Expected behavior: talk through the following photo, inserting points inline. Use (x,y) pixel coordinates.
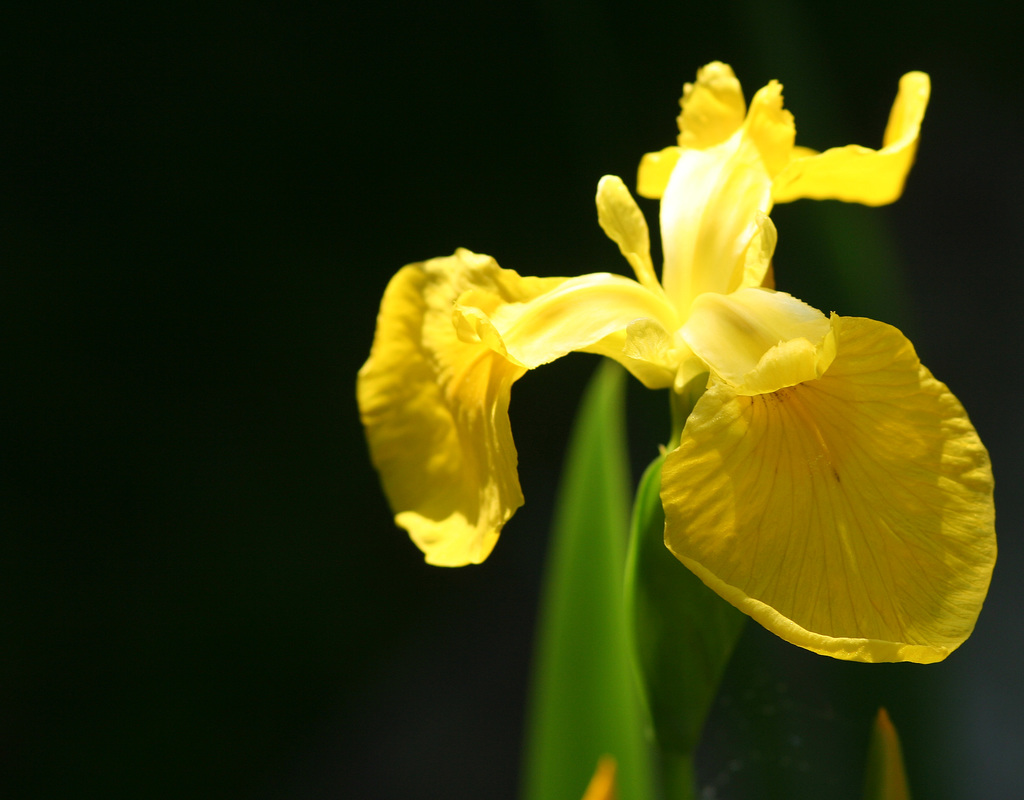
Here in this picture we can see a flower (671,290) present on a plant (682,645).
